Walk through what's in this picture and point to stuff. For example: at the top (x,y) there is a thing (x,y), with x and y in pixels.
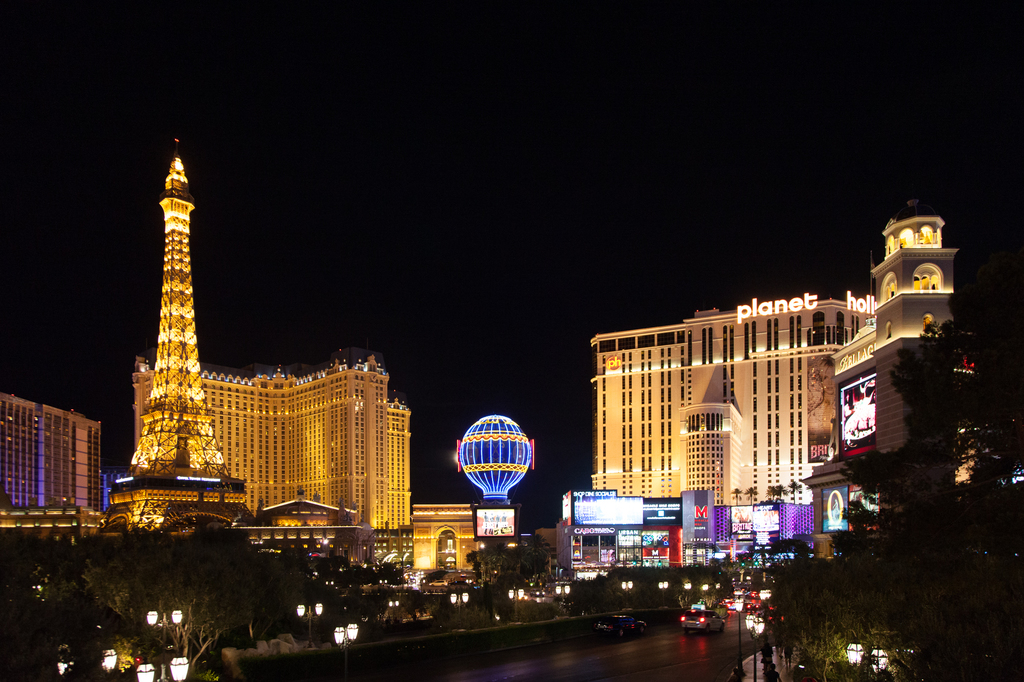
There are vehicles (691,619) on the road (602,639). There are light poles (350,625) and trees (690,577). There is paris hotel (182,383) at the left (182,356) and there are buildings (601,439) at the back (673,441). It's the night time and there is a clear sky (755,189).
